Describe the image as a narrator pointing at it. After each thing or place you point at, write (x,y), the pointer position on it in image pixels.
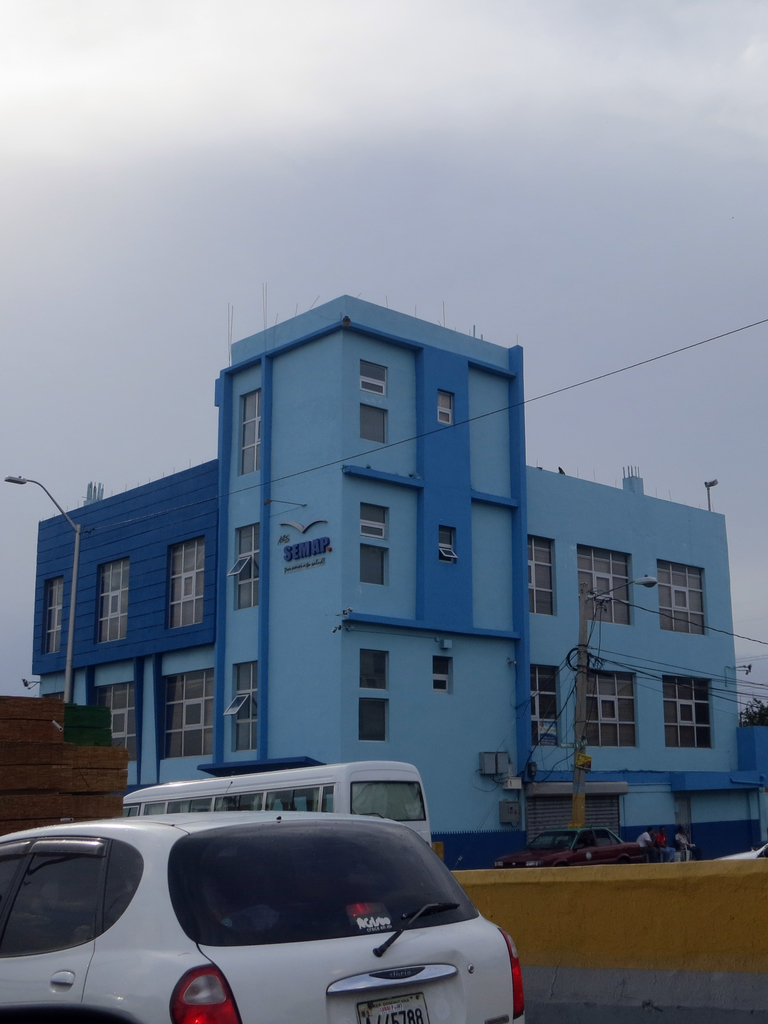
In the center of the image (338,445) there is a building (513,393). At the bottom (425,965) we can see cars (323,846) and a bus (257,806). There are poles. At the top (407,152) there is sky (421,136).
